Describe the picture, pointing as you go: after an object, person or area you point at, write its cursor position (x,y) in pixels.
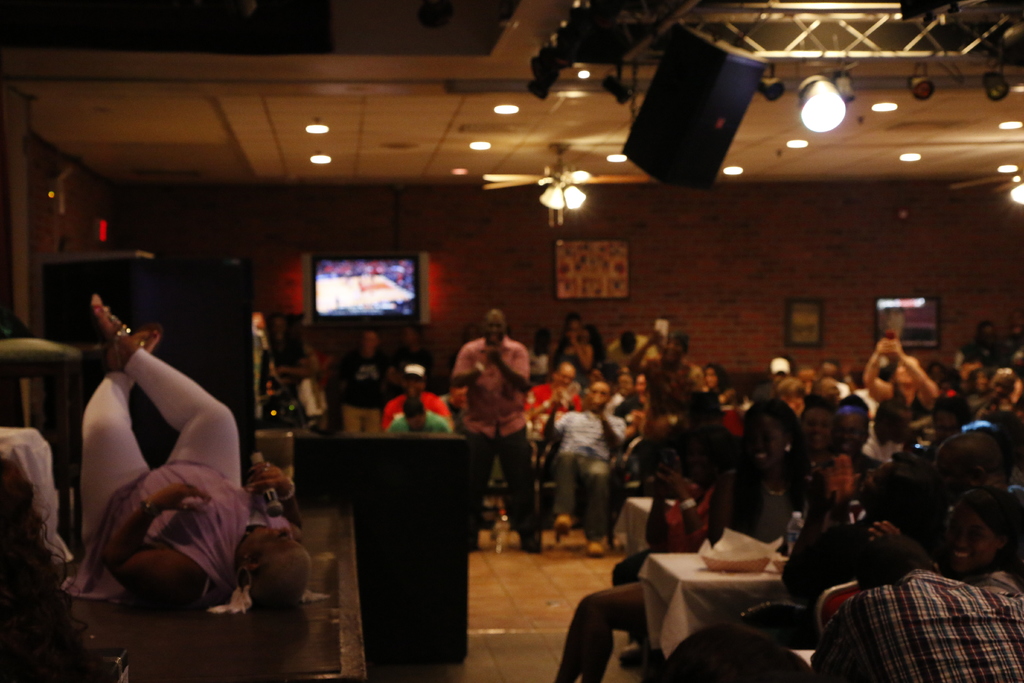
In this picture we can see a group of people (764,670) where some are sitting on chairs (620,466) and some are standing and in front of them we can see a person (222,511) holding a mic (258,475) and lying on a platform (151,670), tables (621,542), lights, screen (399,265), papers (706,555), speakers (248,345), frames (599,264) on the wall (532,268) and some objects (114,260).
